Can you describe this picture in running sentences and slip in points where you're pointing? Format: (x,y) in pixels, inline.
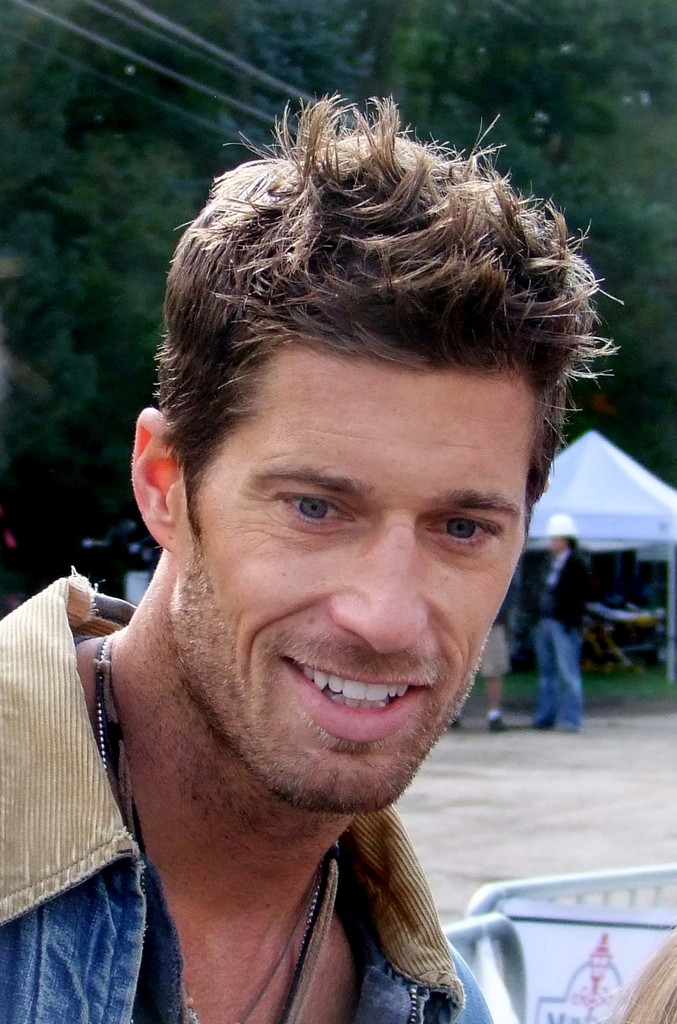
In this image we can see few people (478,522). There is a tent (593,506) in the image. There are few objects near the tent (603,503) in the image. There are many trees (585,26) in the image. There are barriers (517,950) at the bottom of the image (522,893). There are few cables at the top of the image (209,86).
